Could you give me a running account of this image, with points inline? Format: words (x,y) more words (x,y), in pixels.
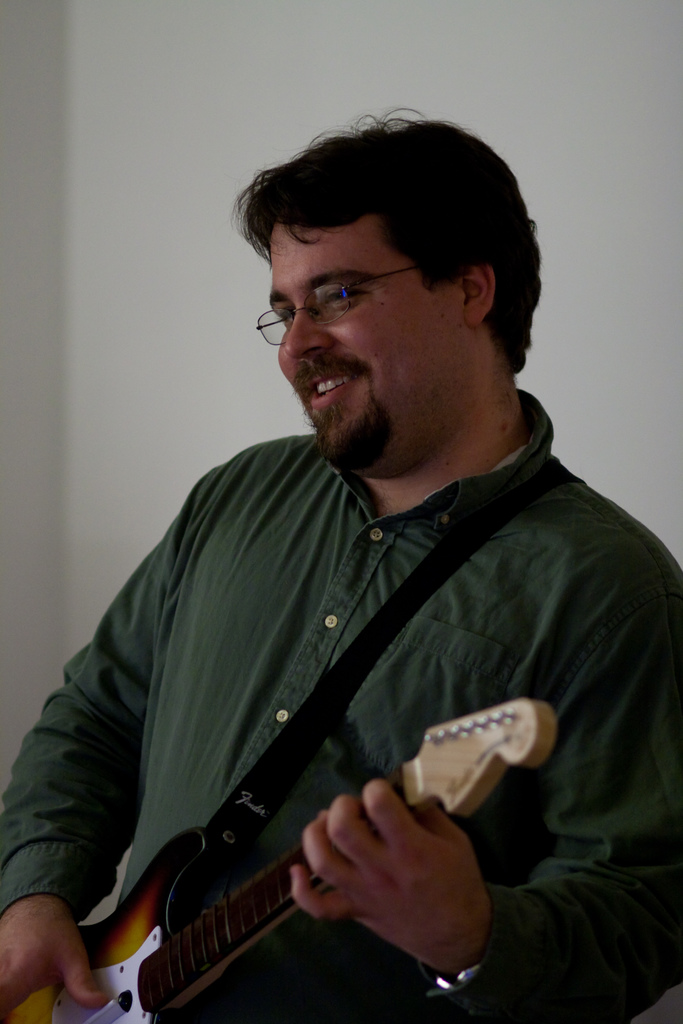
In this picture we can see man (221,604) holding guitar (458,770) in his hand (53,973) and playing and he wore spectacle (325,316) and smiling and in background (218,169) we can see wall (322,93).
